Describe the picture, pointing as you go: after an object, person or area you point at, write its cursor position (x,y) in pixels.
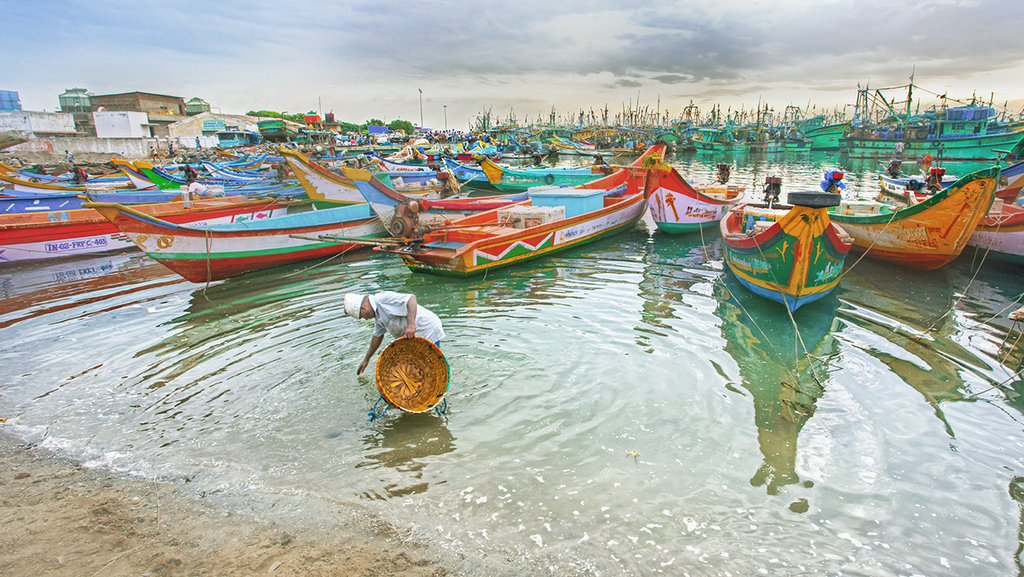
In this picture I can see there is a man (421,317) standing in the water (855,326), he is holding a basket (399,403). There are many skiffs (475,238) in the backdrop (673,207), they are moored on the water (748,174), there are buildings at left side (156,114), there are trees (397,129) and the sky (371,73) is cloudy.
